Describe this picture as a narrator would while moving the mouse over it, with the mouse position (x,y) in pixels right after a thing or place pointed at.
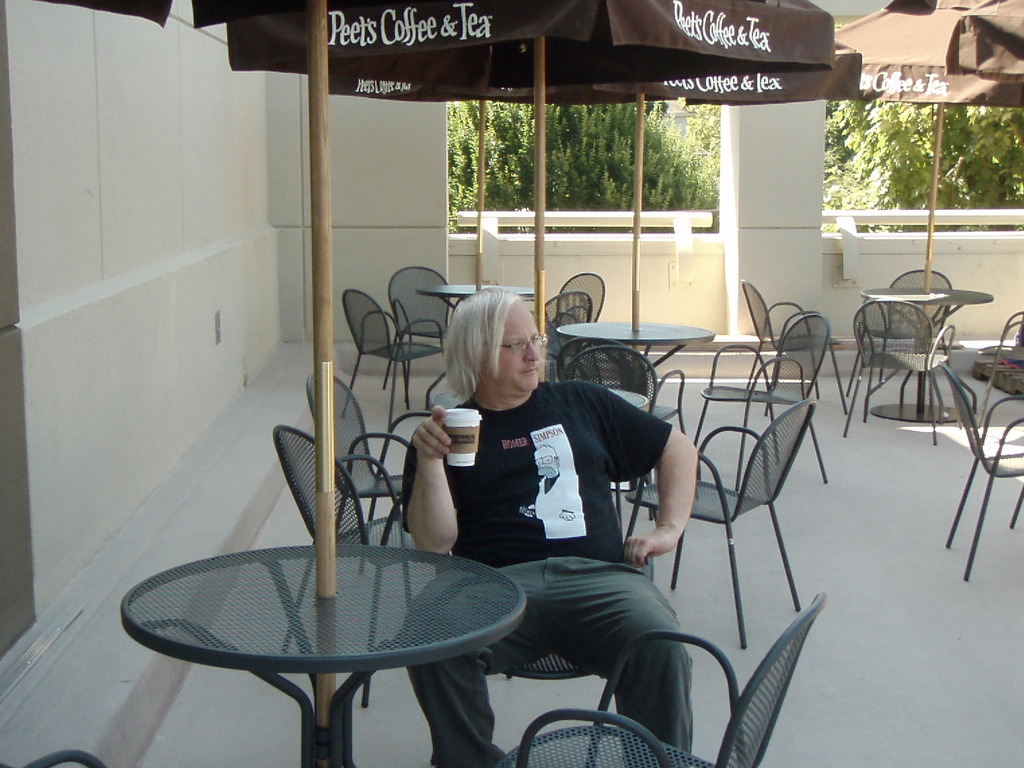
In this image there is a person (585,477) wearing a black color T-shirt (605,457) holding a coffee glass (457,420) on his right hand (446,457) and at the right side of the image (786,427) there are tables (967,300) and chairs (731,507) and at the background of the image (552,213) there are trees (841,206) and balcony (615,246) and at the top of the image (440,14) there is a umbrella (582,78) and at the left side of the image (81,217) there is a wall (114,283).
